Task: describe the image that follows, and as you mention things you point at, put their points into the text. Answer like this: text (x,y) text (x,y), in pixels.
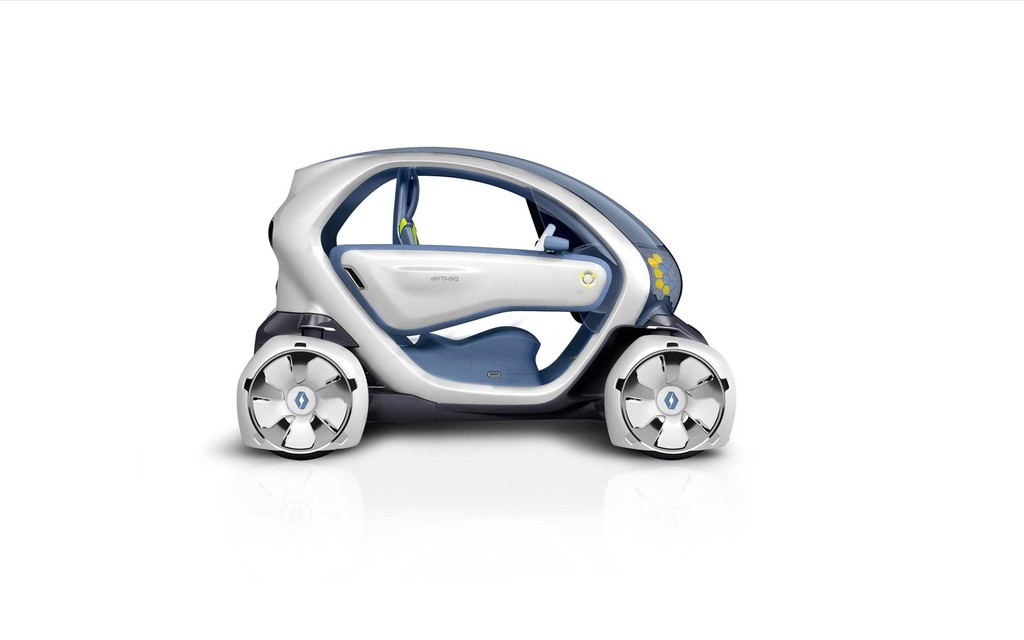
In this picture we can see a car (544,278), there is a white color background (592,103).
